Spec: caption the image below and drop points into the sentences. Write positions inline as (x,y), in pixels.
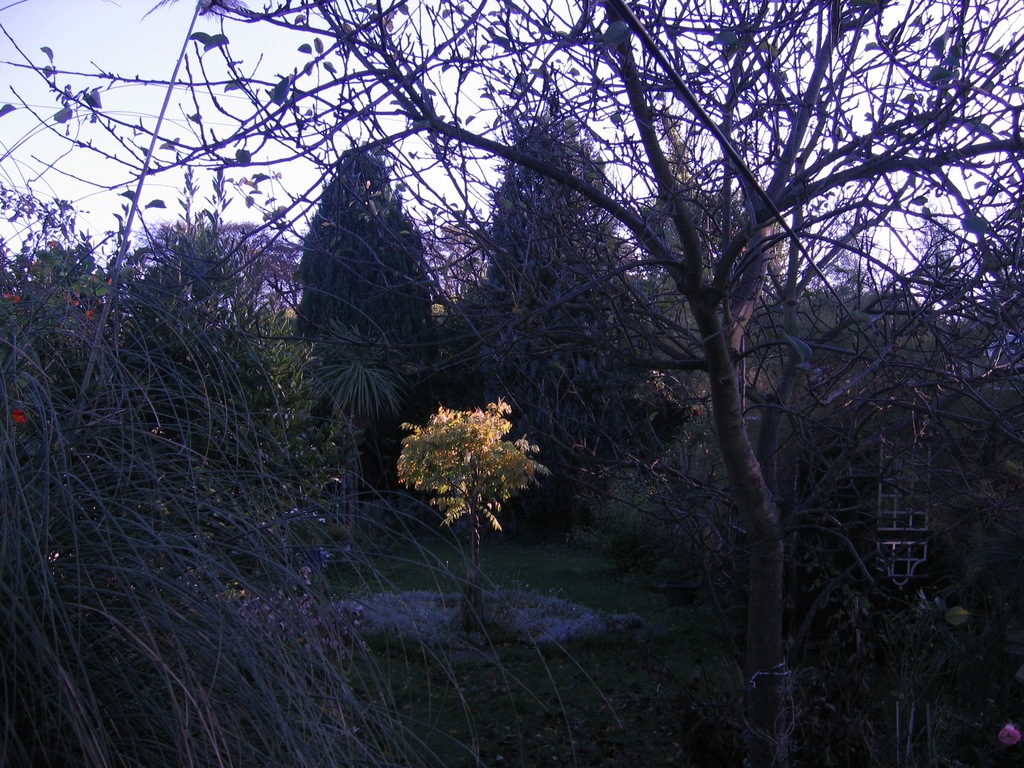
In this image, we can see trees (524,521), plants (517,618), grass (184,686), flowers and few objects (898,539). Background (913,235) we can see the sky (71,166).
